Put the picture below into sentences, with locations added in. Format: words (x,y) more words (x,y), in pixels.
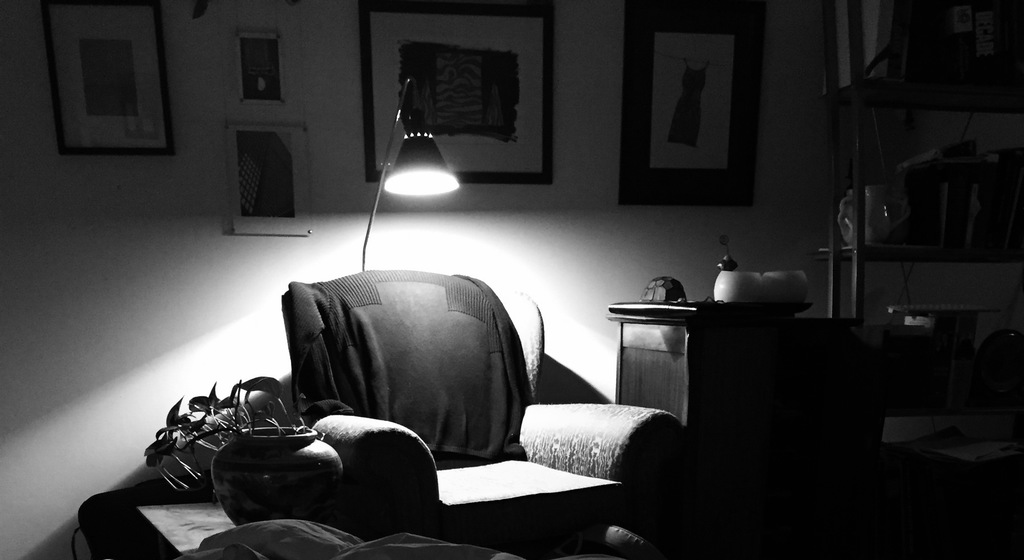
In this picture there is a sofa (474,462) in the middle of the room (275,324). Beside there is a wooden table (661,351). Behind there is a table light (406,185). In the background (714,89) we can see a wall (151,265) with many hanging photo frames (266,178).
